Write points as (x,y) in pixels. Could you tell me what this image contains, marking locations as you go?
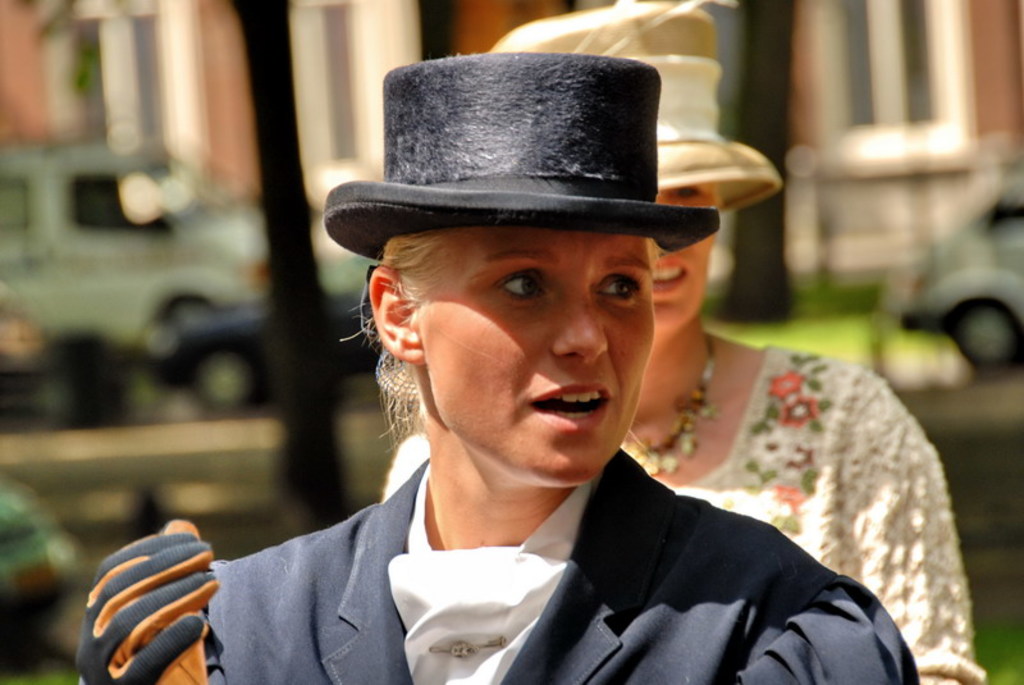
In this picture we can observe two women (592,400). One of them is wearing a coat (331,619), glove (195,601) and a black color hat (463,150) on her head (448,336). In the background (136,208) we can observe vehicles (234,264) and building (891,131).
